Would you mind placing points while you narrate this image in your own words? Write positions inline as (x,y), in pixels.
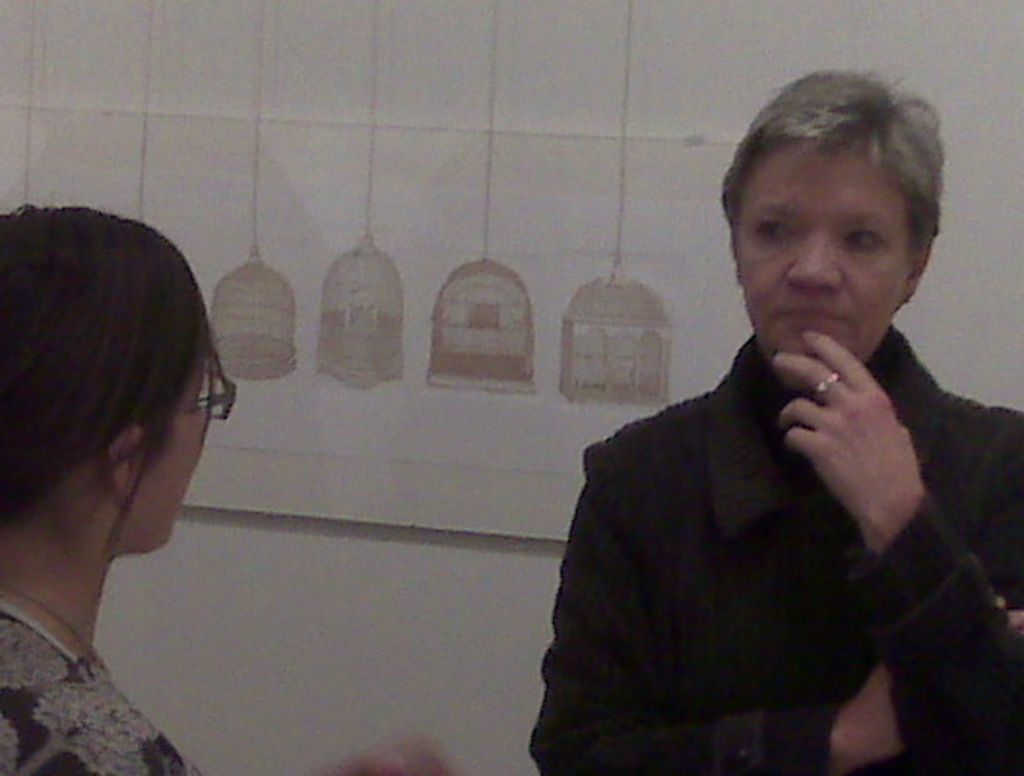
In this image I can see two women (163,464) facing each other. I can see a painting (349,191) on a wall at the top of the image (562,208).
